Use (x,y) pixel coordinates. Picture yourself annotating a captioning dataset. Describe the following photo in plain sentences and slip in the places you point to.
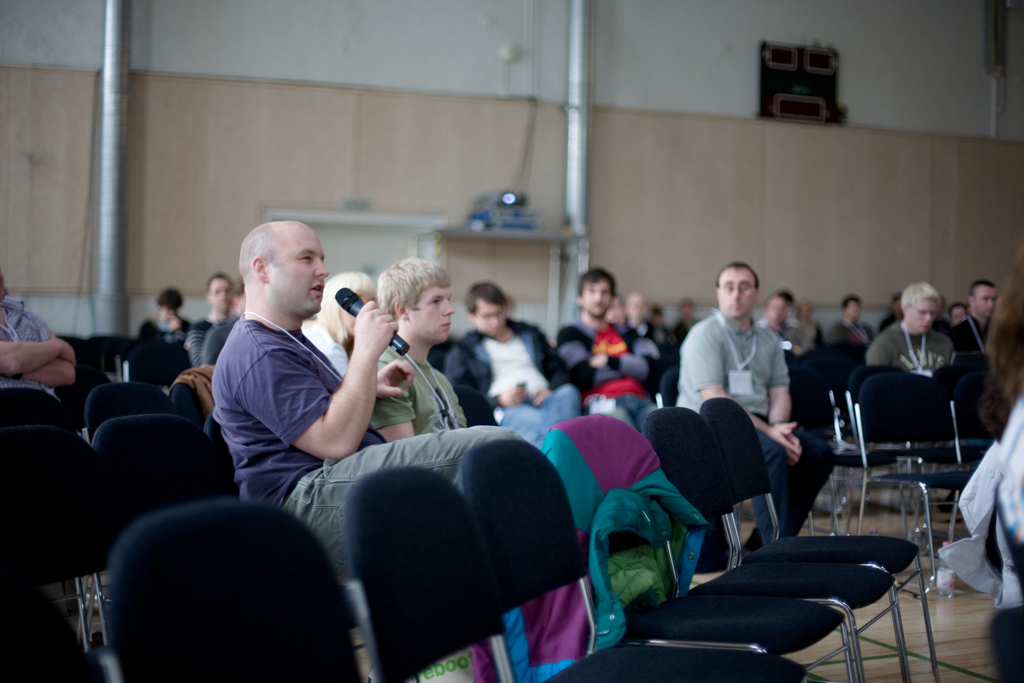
In this image there is a person (306,335) holding a mic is sitting in a chair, beside him there are a few other people (202,340) sitting in chairs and there are some empty chairs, behind them there is a projector (522,207) on the platform (455,234) and there are two metal pipes (115,160), behind the pipes (114,140) there's a wall (679,135) with some object (789,80) on it.
